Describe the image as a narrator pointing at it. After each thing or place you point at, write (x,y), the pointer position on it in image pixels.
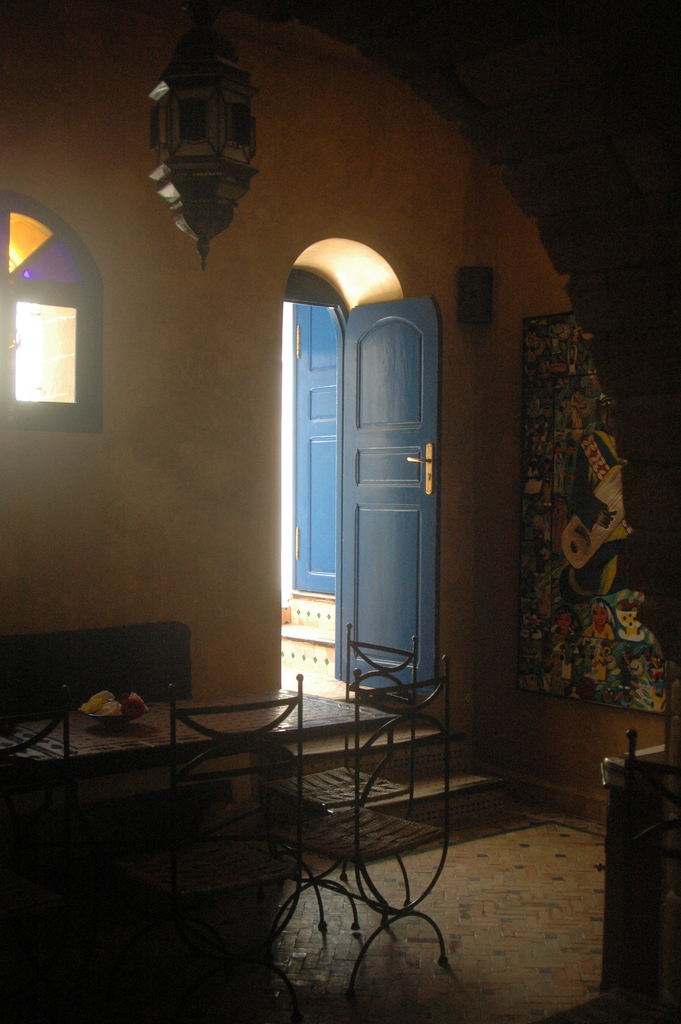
This image is taken indoors. At the bottom of the image (398,948) there is a floor (398,948). In the background (401,450) there is a wall (278,429) and there are two doors (351,475). There is a window (73,262). There is a painting (574,540) on the wall (532,286). In the middle of the image (348,659) there is a table (107,731) with a bowl (114,719) on it and there are a few empty chairs (357,837) around the table (281,728). At the top of the image (179,171) there is a lamp (168,201).
